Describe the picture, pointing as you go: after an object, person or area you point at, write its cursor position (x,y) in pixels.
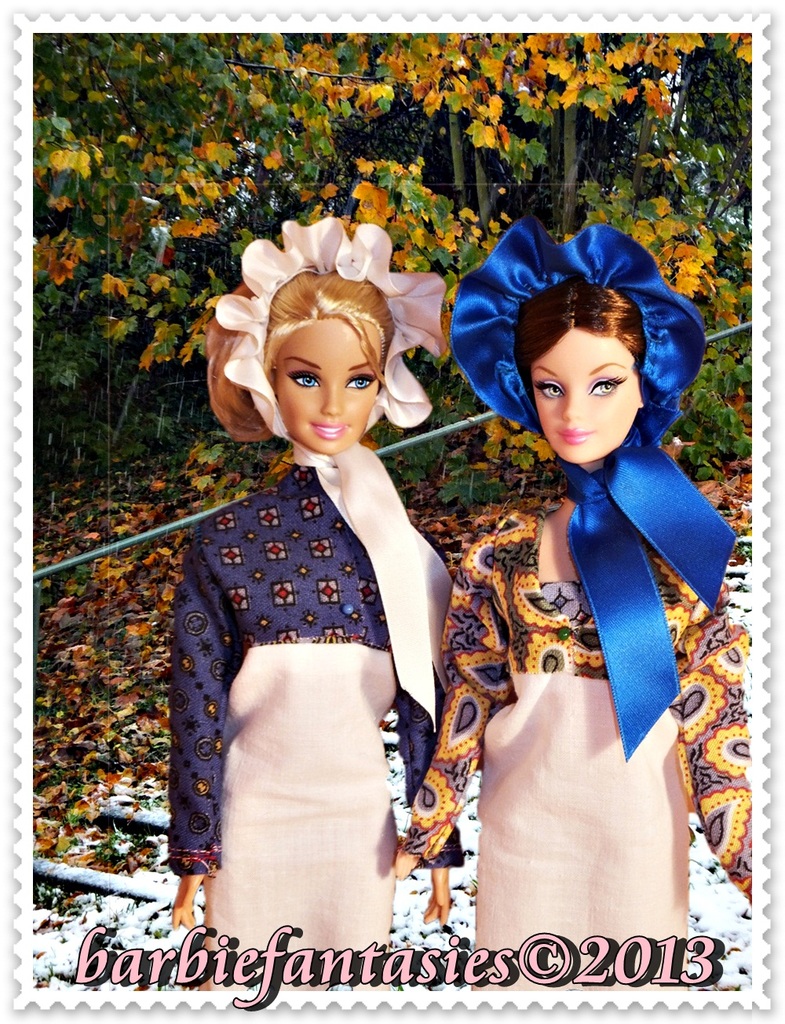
This picture is a photo frame. In this image, we can see two toys (540,553). In the background (581,153), we can see some trees (308,45), at the bottom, we can see a metal rod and some leaves (145,732), we can also see white color at the bottom (123,903).
